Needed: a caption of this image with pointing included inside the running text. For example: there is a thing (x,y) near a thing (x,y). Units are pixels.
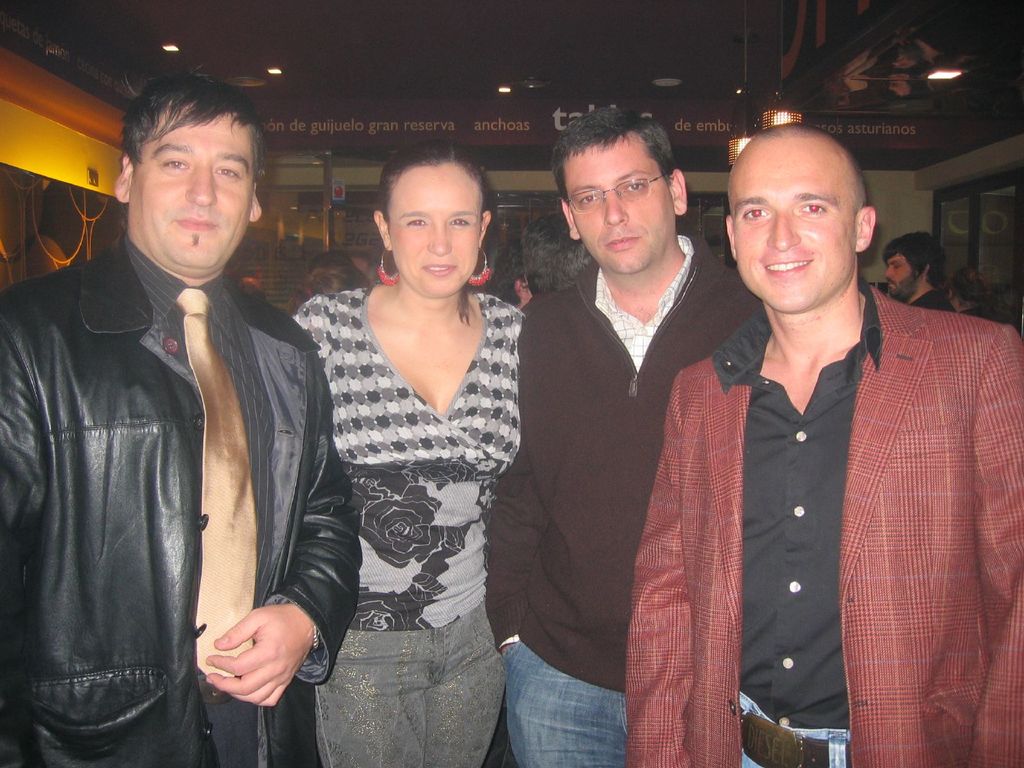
In this image we can see group of persons (474,395) are standing, and smiling, at above, there are ceiling lights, there is the roof (324,46).
